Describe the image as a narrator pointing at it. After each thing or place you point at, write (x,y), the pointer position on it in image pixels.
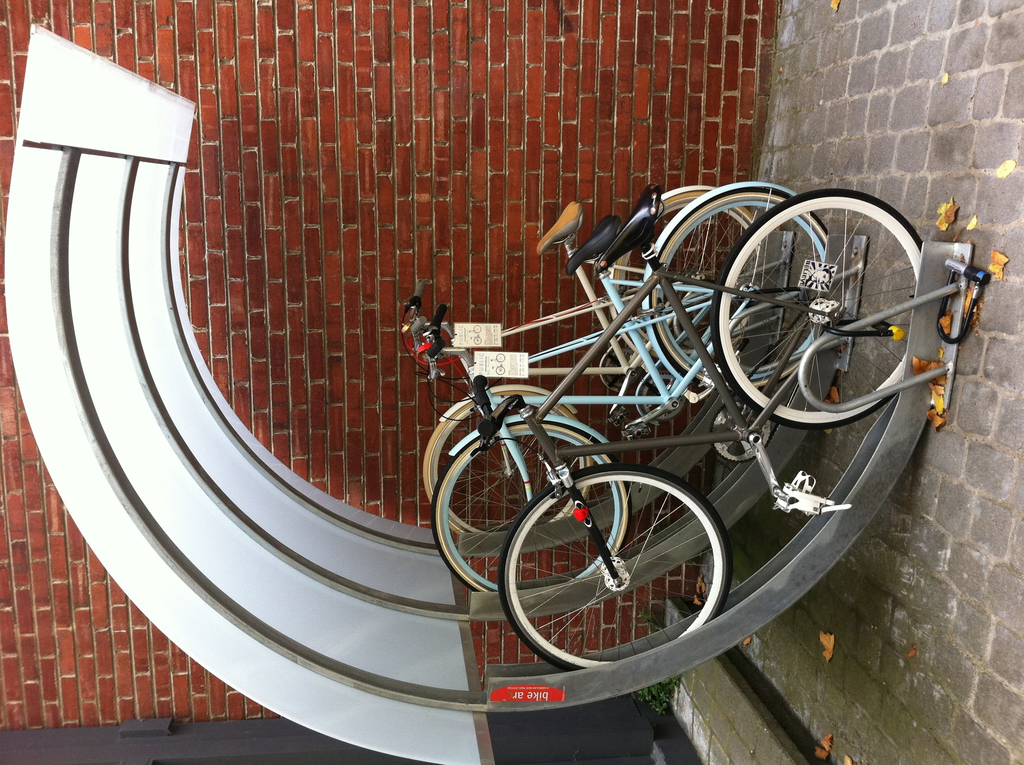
In this picture we can observe three bicycles (678,367) placed in the stand (816,538). We can observe a red color wall (383,112) in the background (348,207).
